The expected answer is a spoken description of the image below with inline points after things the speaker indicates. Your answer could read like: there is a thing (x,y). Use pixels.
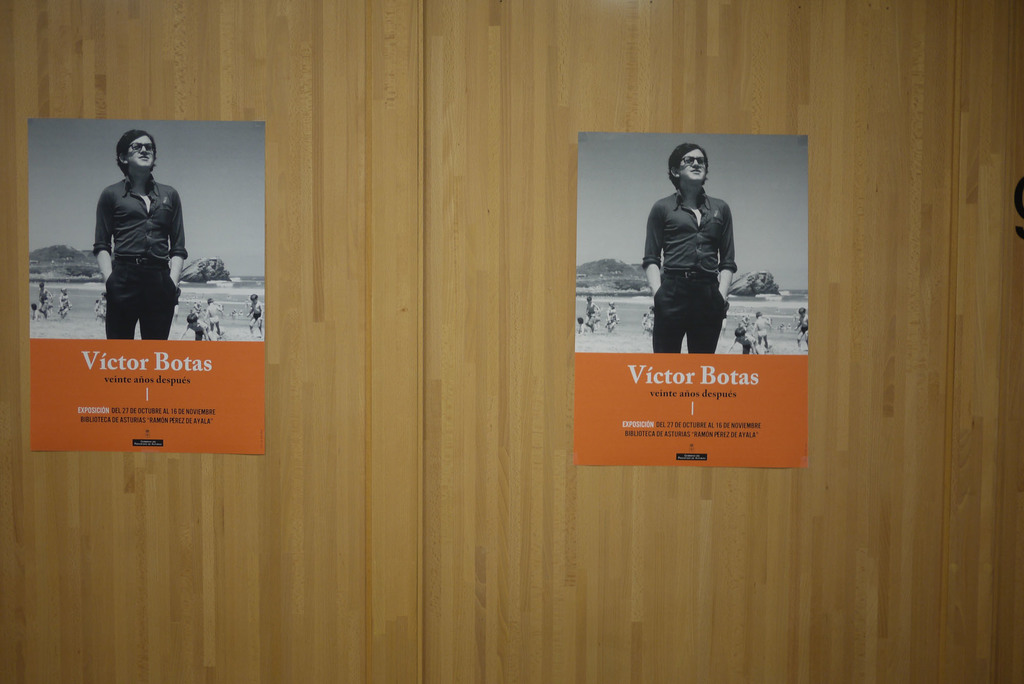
In this image I can see two same posters (125,352) to the wooden wall (418,559) which is in brown color. In the posters (595,369) I can see the group of people (651,329), water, mountain (623,282) and the sky (643,217). I can also see something is written on it.
